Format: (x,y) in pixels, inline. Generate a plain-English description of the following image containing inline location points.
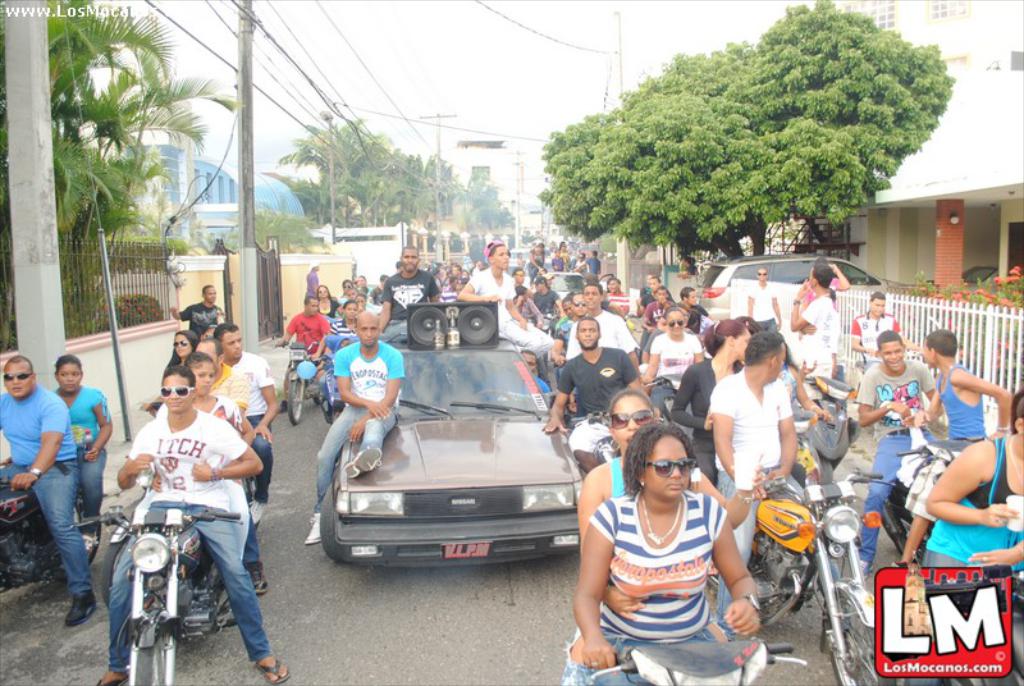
In this image, there is a crowd (547,343) wearing colorful clothes (497,284). There are some person (69,492) at the bottom of this picture (752,510) riding bikes (122,538). There are three persons (377,369) sitting on the car (480,440) which is in the center of this image (447,413). There are some trees (666,152) at the top of this image (735,172). There is a building (948,19) in the top right of the image (882,213).
